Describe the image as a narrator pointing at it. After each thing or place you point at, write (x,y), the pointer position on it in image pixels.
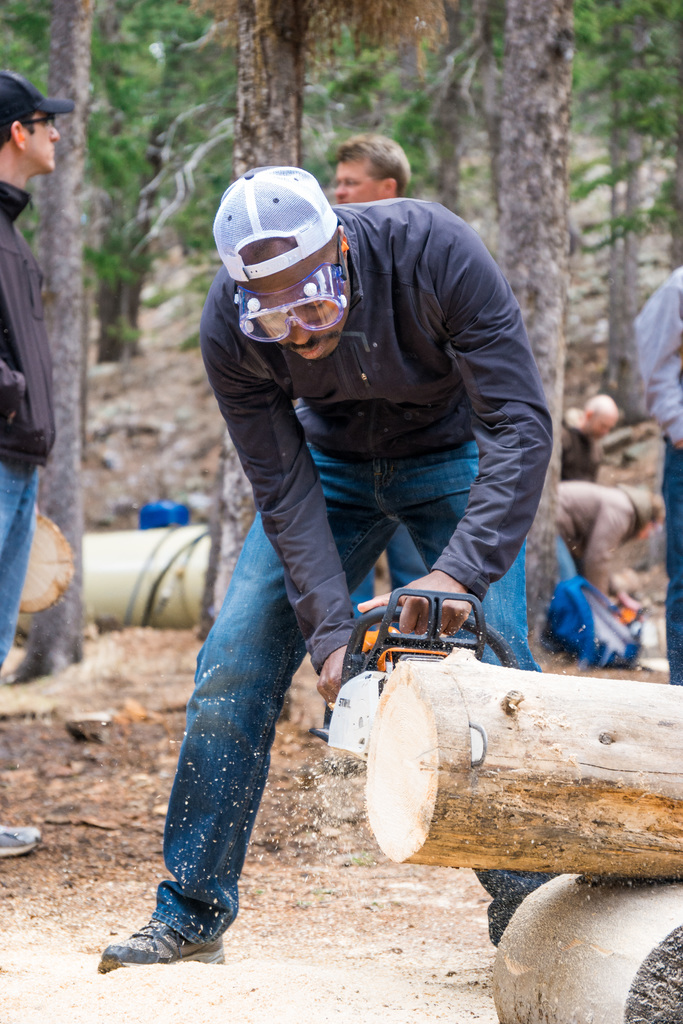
In the picture I can see people (305,533) standing on the ground (297,690), among them a man (313,601) is holding an object (360,717) in hands (320,682). In the background (60,363) I can see trees (105,241) and some other things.
